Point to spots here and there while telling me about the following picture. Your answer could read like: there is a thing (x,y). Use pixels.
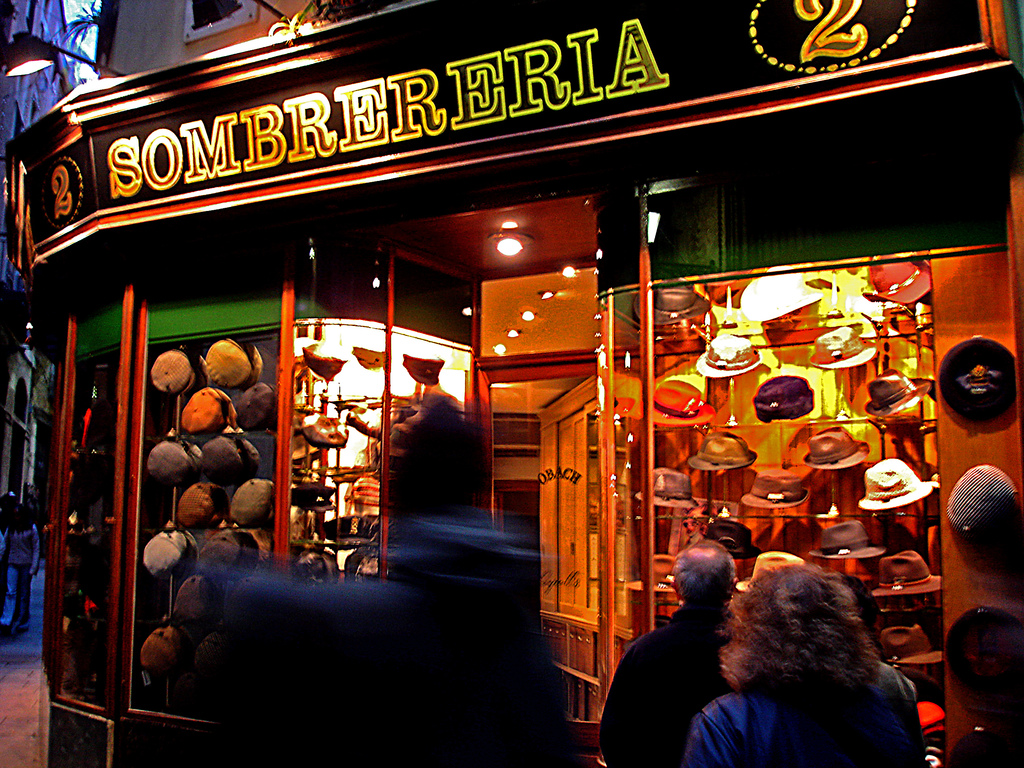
In the shop (219,274) of hats (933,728) and caps (927,742) which are showcased in the glasses (927,742) and in front of the shop (949,728) we can see some people (917,728) are standing and watching it.
